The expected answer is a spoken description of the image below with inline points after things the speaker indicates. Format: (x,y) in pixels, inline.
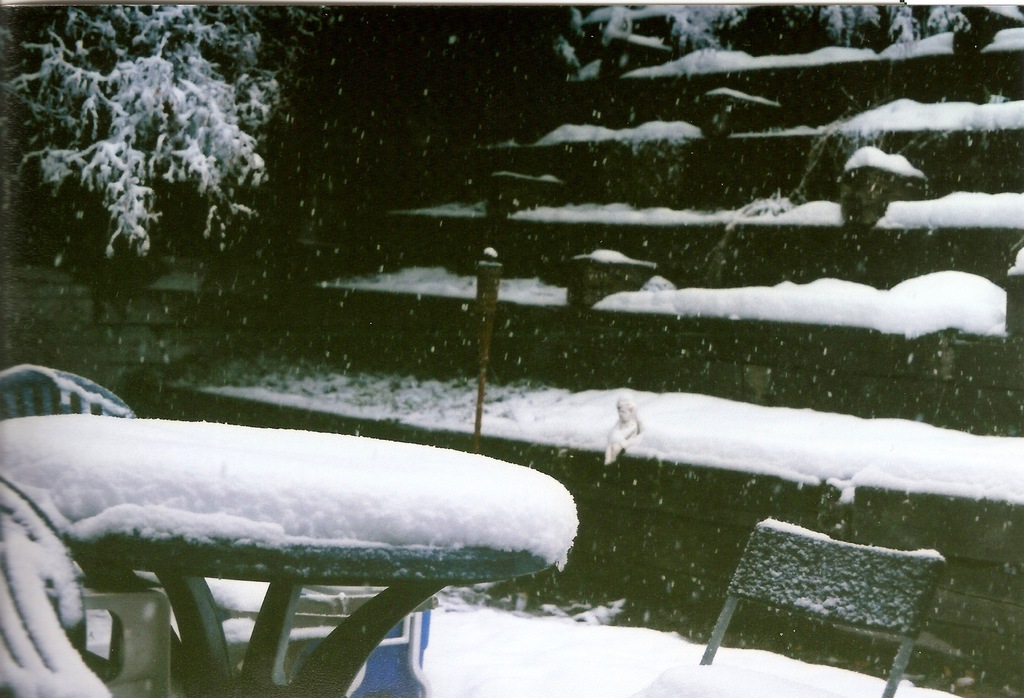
It is the colour image in which there is snow (758,136) on the steps (775,187). In the bottom left (264,507) there is a table (260,544) around which there are chairs (111,395). Both the table (363,621) and the chairs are covered with the snow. On the left side (203,201) top there is a tree (109,112) which is covered with the snow (160,98).
